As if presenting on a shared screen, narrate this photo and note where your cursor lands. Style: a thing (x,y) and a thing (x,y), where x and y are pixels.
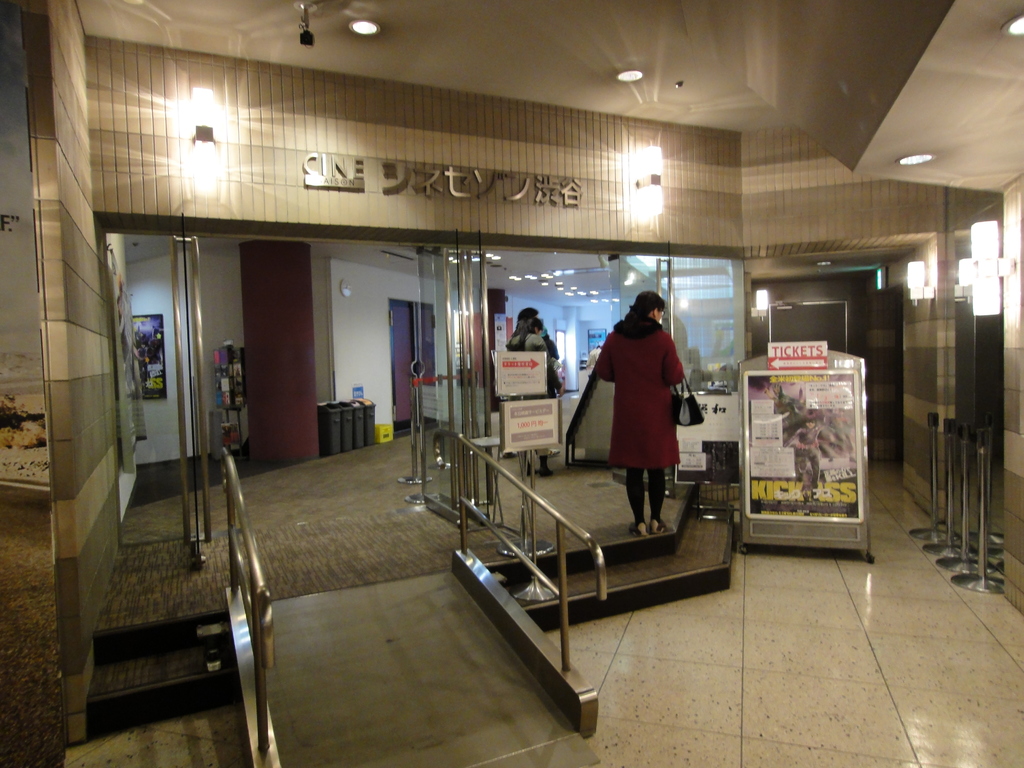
In this image, we can see glass objects (453,435), rods (492,526), floor (826,673), stairs (661,579), banners (523,427), wall (368,303), doors (433,394). Here we can see few people (648,475) are standing. Top of the image (468,52), there is a ceiling (418,47) and lights (198,154).
